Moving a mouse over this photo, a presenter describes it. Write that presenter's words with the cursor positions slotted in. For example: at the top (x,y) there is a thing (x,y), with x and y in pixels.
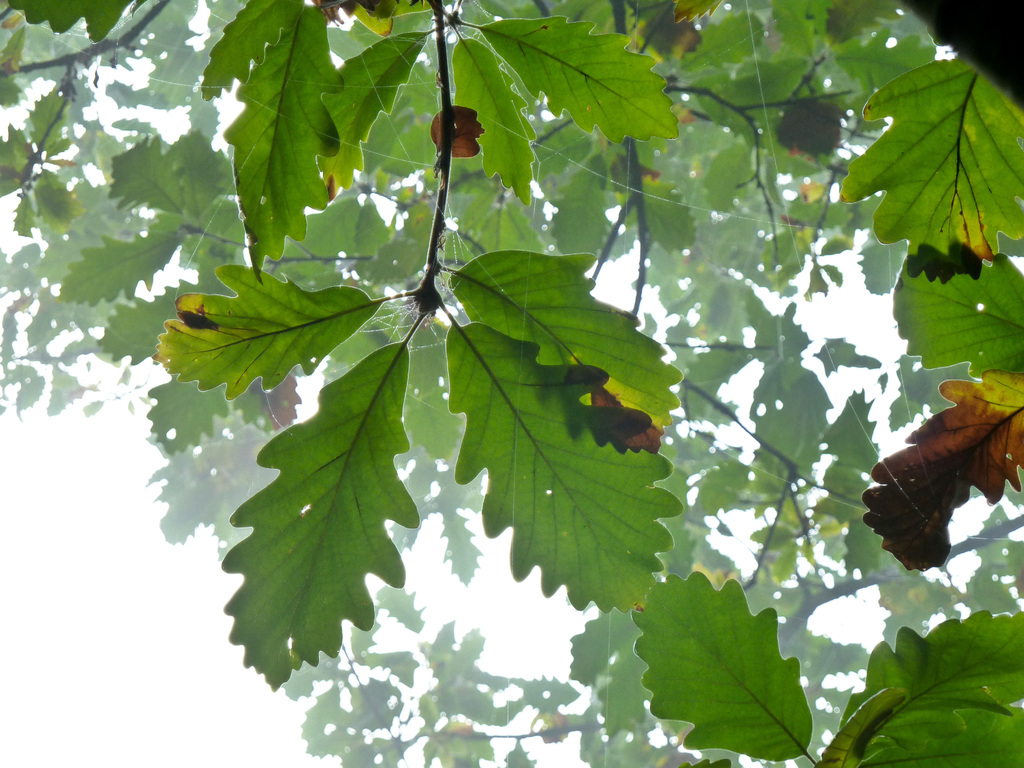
In this picture I can observe trees (161,240). In the background (118,611) I can observe sky (481,613).
